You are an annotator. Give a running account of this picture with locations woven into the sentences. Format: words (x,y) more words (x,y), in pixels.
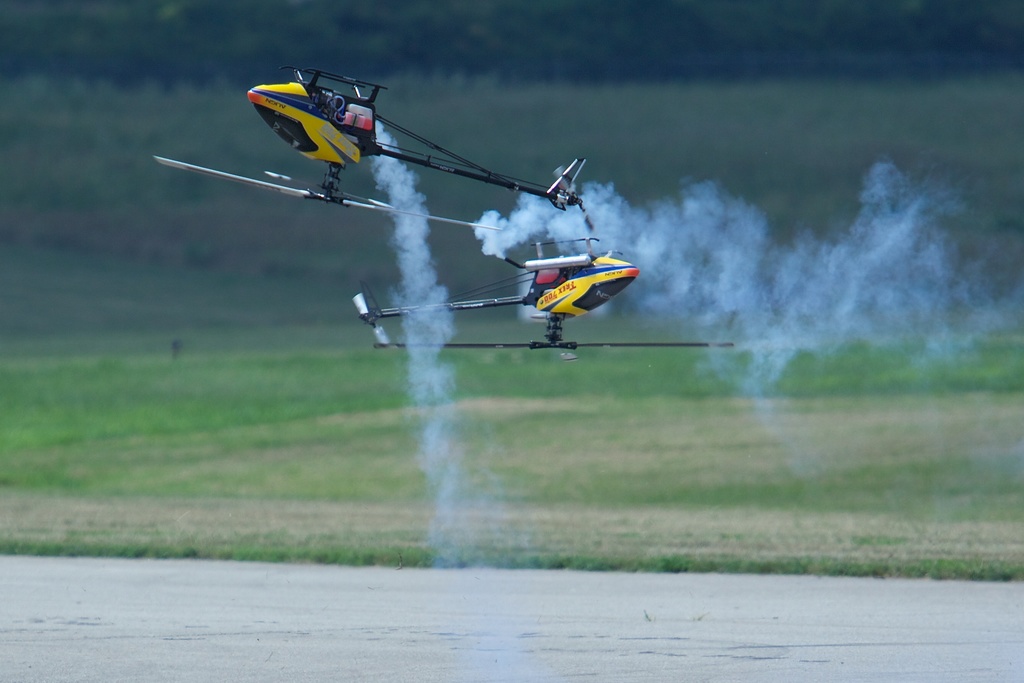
Smoke (729,267) is coming out from these helicopters (546,295). Land (485,453) is covered with grass (356,414).
